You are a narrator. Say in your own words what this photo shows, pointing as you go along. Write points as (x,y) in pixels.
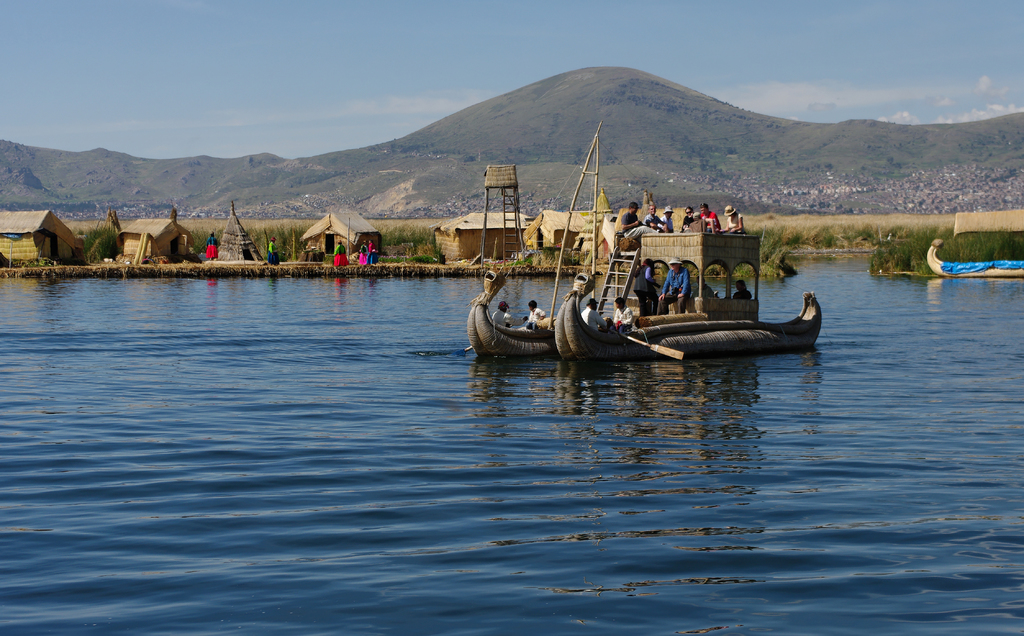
In the center of the image (649,223) we can see person (636,225), ladder (603,302), boats (594,331) on the river (594,453). In the background (1,225) we can see huts (66,231), boat (937,246), plants (953,239), grass (835,239), hill (809,131), sky (746,55) and clouds (824,95).
